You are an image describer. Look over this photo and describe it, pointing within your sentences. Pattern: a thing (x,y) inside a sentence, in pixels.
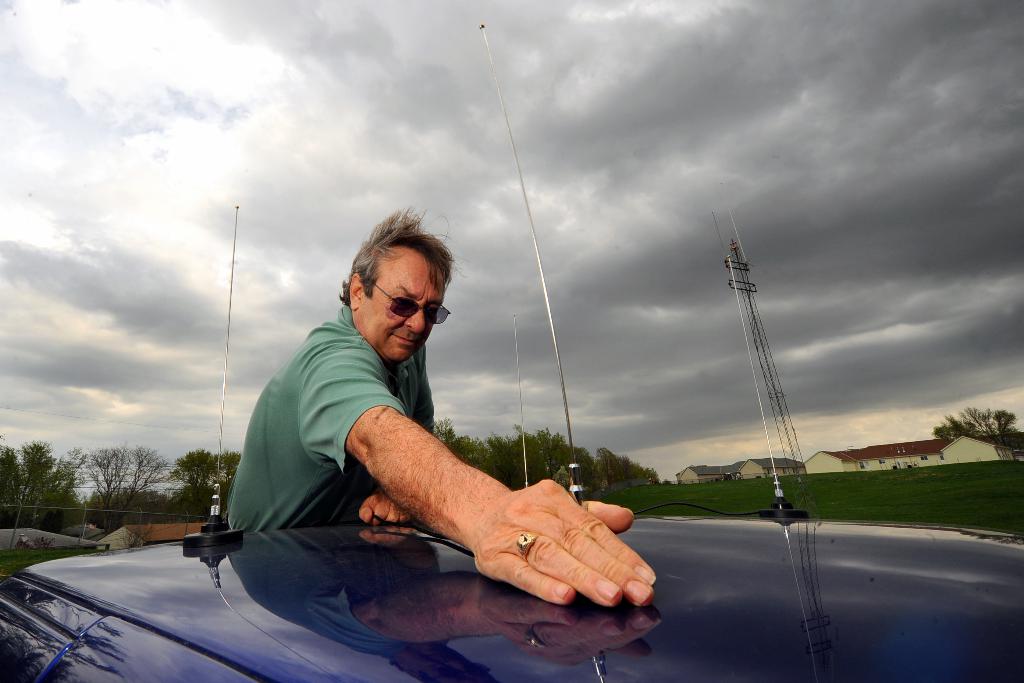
In this picture there is a man (572,581) putting his hand (587,582) on a vehicle (546,630). He is wearing a green t shirt (328,404). The vehicle (307,570) is in blue in color. On the vehicle (290,542), there are antennas (224,543). In the background (436,417), there are trees (558,455), houses (704,480) and a sky (553,204) with clouds (499,251).
